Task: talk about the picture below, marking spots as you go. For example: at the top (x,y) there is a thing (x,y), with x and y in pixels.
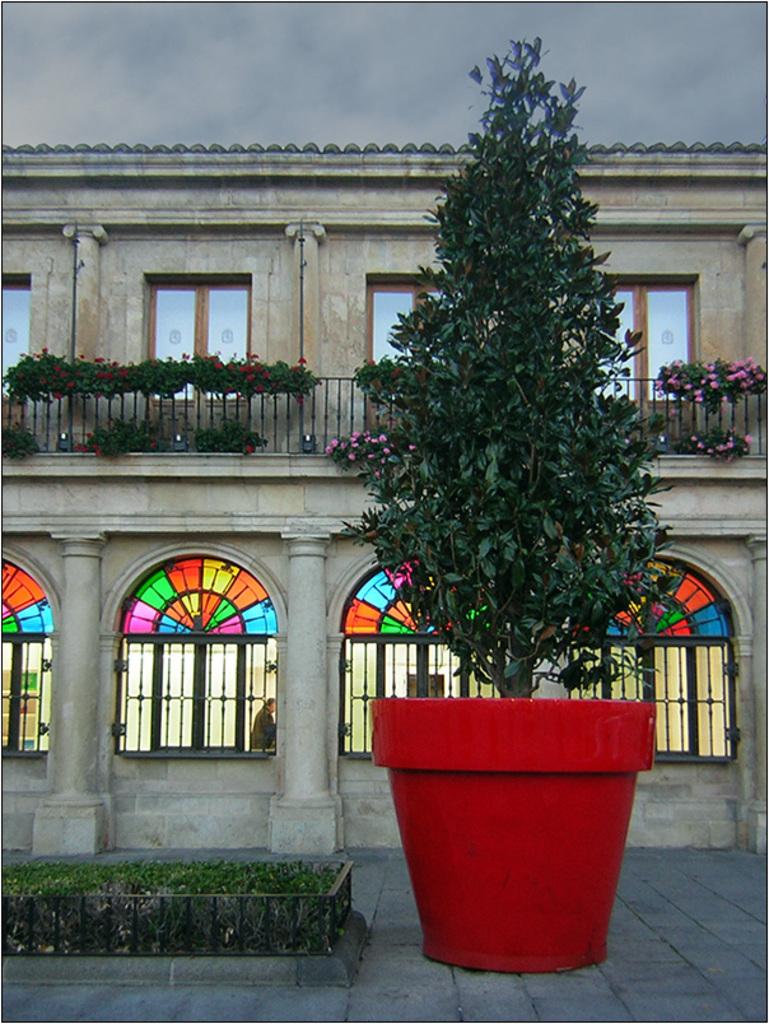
In this image in the front (523,631) there is a plant (519,627) and there is a pot (503,762). On the left side (219,884) there are plants (231,887). In the background (128,611) there are windows (212,645) and there are flowers (194,375) and the sky (427,65) is cloudy and there is a building (255,347).
